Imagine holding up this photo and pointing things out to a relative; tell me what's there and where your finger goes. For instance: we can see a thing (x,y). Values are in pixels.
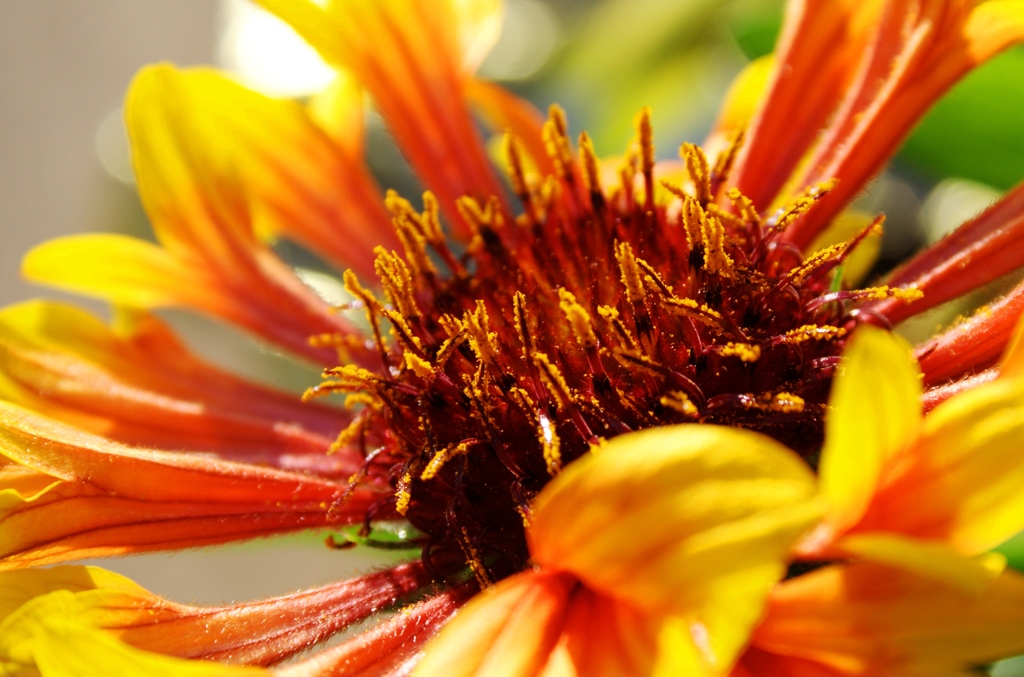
In this image I can see flower (757,268) which is in orange and yellow color.
